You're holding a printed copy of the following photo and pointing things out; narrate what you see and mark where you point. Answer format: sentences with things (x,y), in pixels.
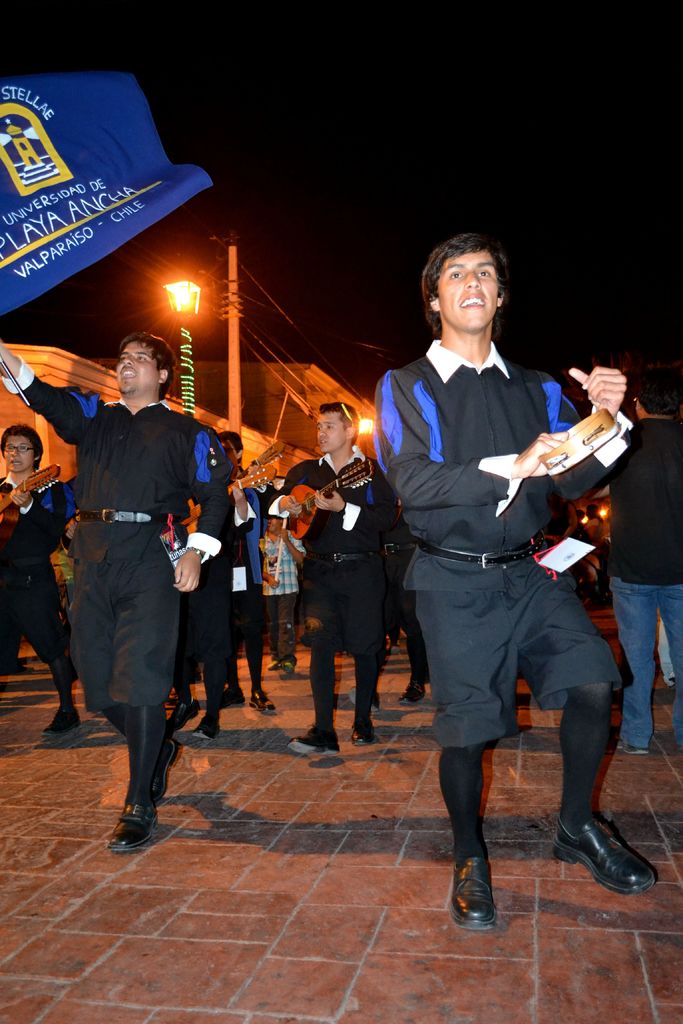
In this image people (64,514) are walking on footpath (389,779) with instruments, in their hands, in the background (225,422) there are houses (203,385) light pole (193,295) and electrical pole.
